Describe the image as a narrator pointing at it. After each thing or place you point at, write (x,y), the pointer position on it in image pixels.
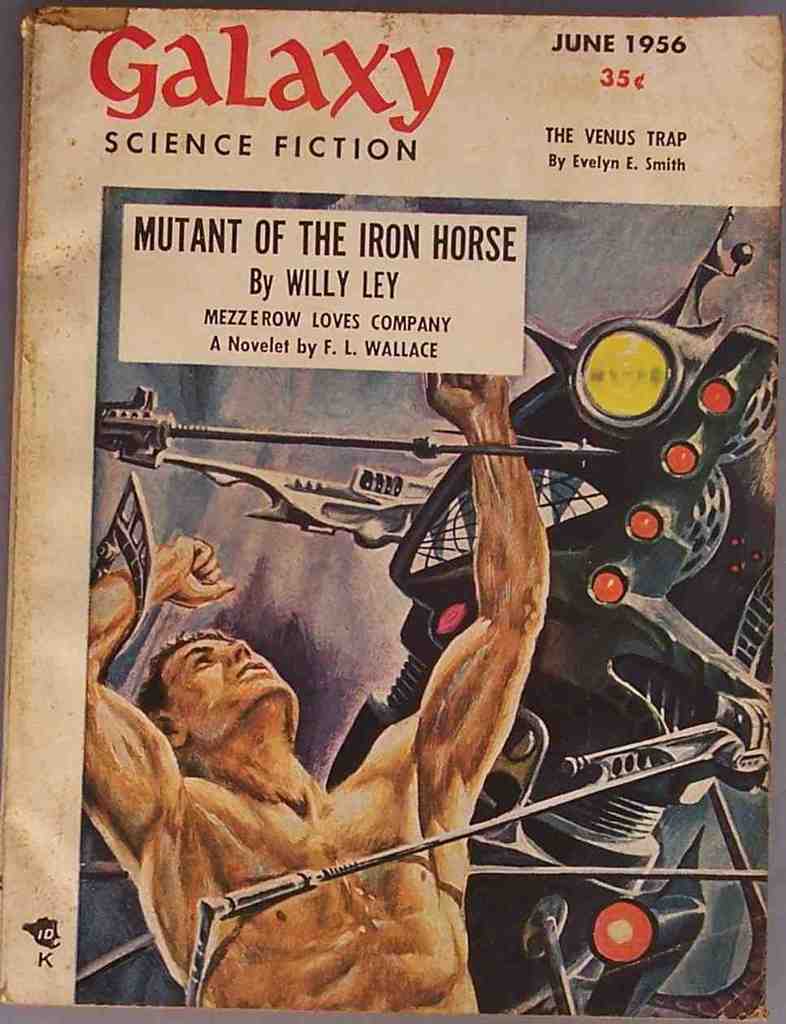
In this image we can see the cover page (289,749) of a book (289,749) with the picture (342,791) of a person (387,754) and a robot (541,716). We can also see some text (372,347) on it which is placed on the table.
